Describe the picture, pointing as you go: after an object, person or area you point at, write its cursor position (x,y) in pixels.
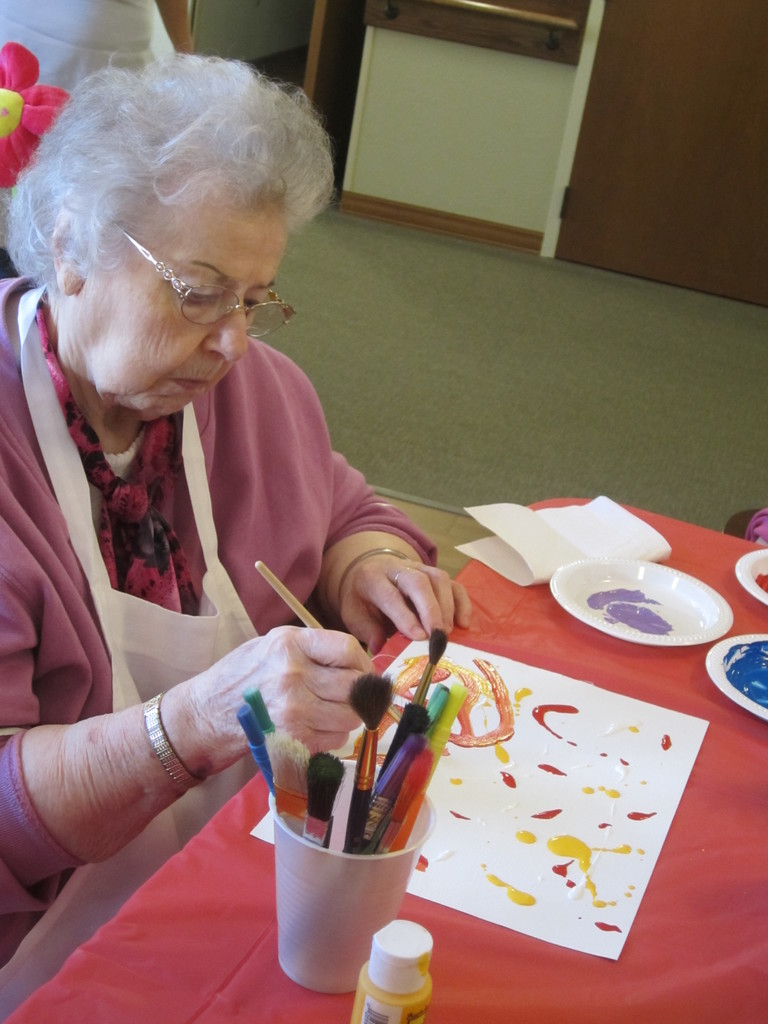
In this image I can see a woman (314,725) is holding a brush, I can also see a paper (582,914) on this table (180,962). She is wearing a specs (281,301). On this table (401,643) I can see few plates (673,631) and a glass (423,823) with few more brushes (314,789).
